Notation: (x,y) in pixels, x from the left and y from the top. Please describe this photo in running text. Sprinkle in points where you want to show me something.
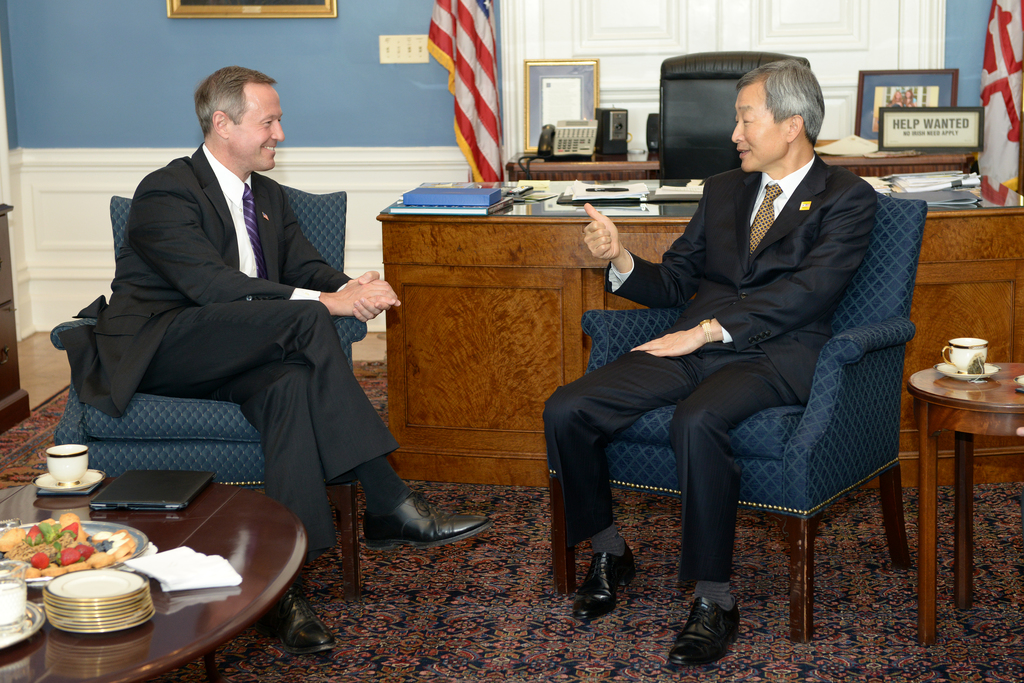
In this image I can see two persons (327,541) and I can see both of them are sitting on blue colour chairs (743,466). I can also see both of them are wearing formal dress (753,240). On the both sides of the image I can see two tables (963,437) and on it I can see two cups (85,454), number of plates (145,607), tissue papers (161,565), a glass (12,570), a laptop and food (72,522) in the plate (79,523). Behind them I can see a desk (681,209), a black colour chair (750,68), two flags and on the desk (420,235) I can see few white colour papers (677,192) and few other stuffs (425,194). I can also see two frames (598,77), a board (890,108) and on the board (883,122) I can see something is written. On the top left side of this image (202,15) I can see a frame (169,14) on the wall (189,73).
